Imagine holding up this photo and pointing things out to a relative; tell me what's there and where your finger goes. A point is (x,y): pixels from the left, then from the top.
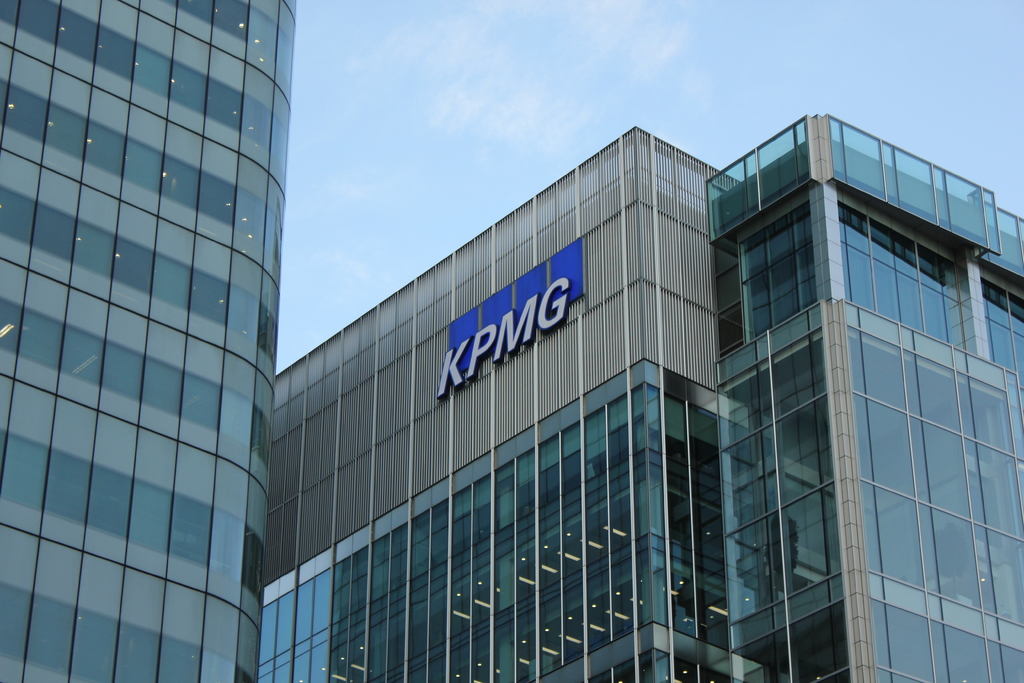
In this image I can see few buildings (169,356) which are green in color and in the background (466,232) I can see the sky (460,147).
